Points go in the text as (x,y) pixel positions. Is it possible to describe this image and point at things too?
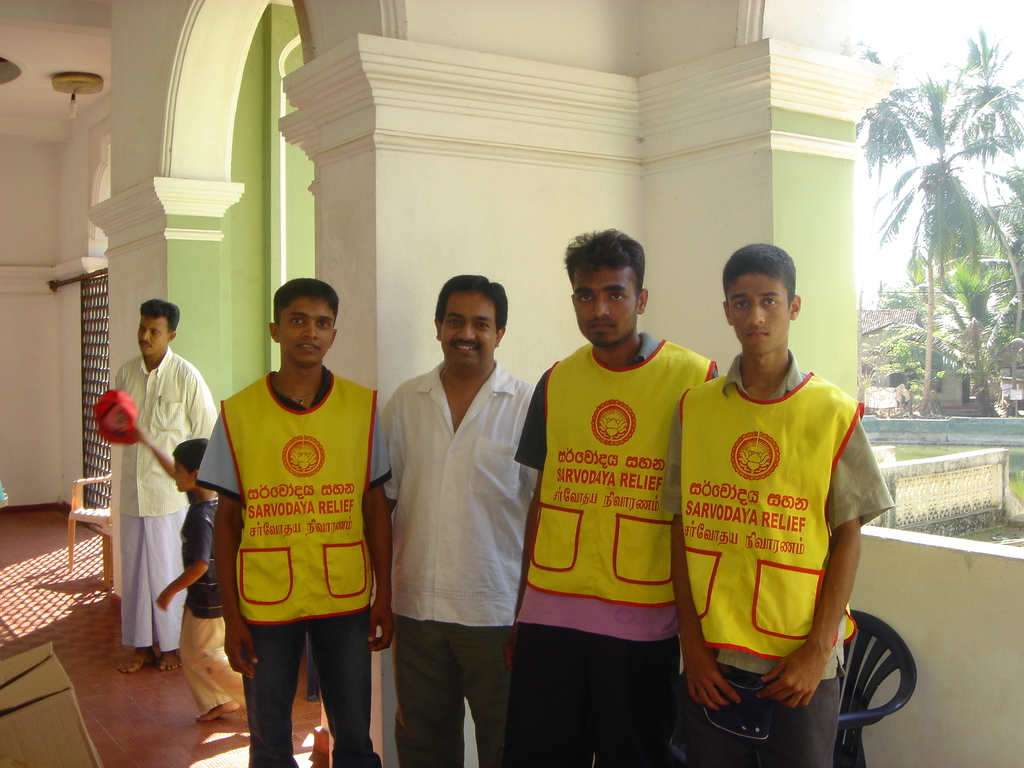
In the picture we can see a building (962,719) inside it, we can see a huge pillar (628,216) and some men (447,318) are standing near it and they are with yellow color jackets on it, we can see as Sarvodaya relief and in the background (908,333) we can see trees (920,276) outside the building (100,223).
